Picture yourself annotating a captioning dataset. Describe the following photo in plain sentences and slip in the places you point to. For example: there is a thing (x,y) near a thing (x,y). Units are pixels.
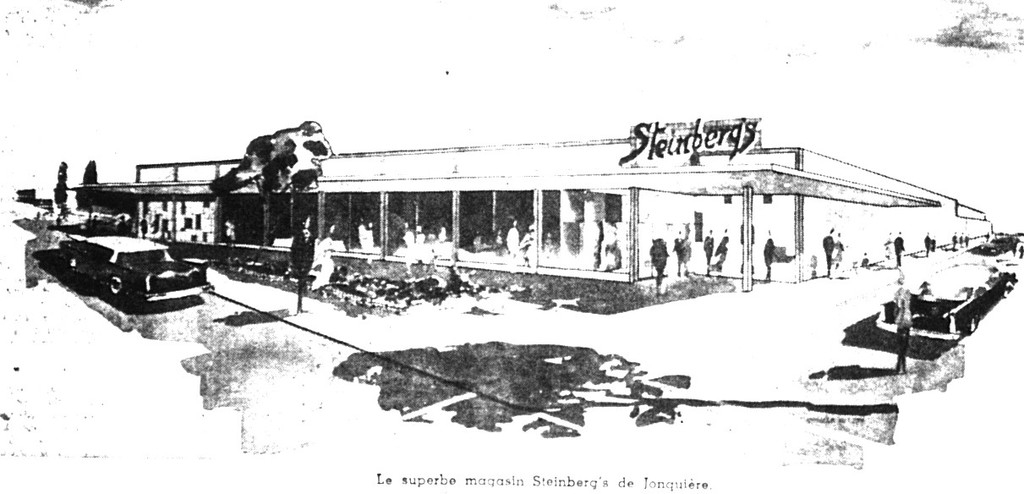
This black and white picture is clicked on the road (272,363). There is a car (122,268) moving on the road (270,337). Beside the road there are people (325,266) walking on the walkway (747,359). Beside the walkway (425,314) there is a building (433,179). There is text (701,135) on the building (612,144). there are trees (319,155) in front of the building (343,180). There are many people (651,256) near to the building (756,269). There is text (443,483) below the picture. The picture seems to be a sketch.
